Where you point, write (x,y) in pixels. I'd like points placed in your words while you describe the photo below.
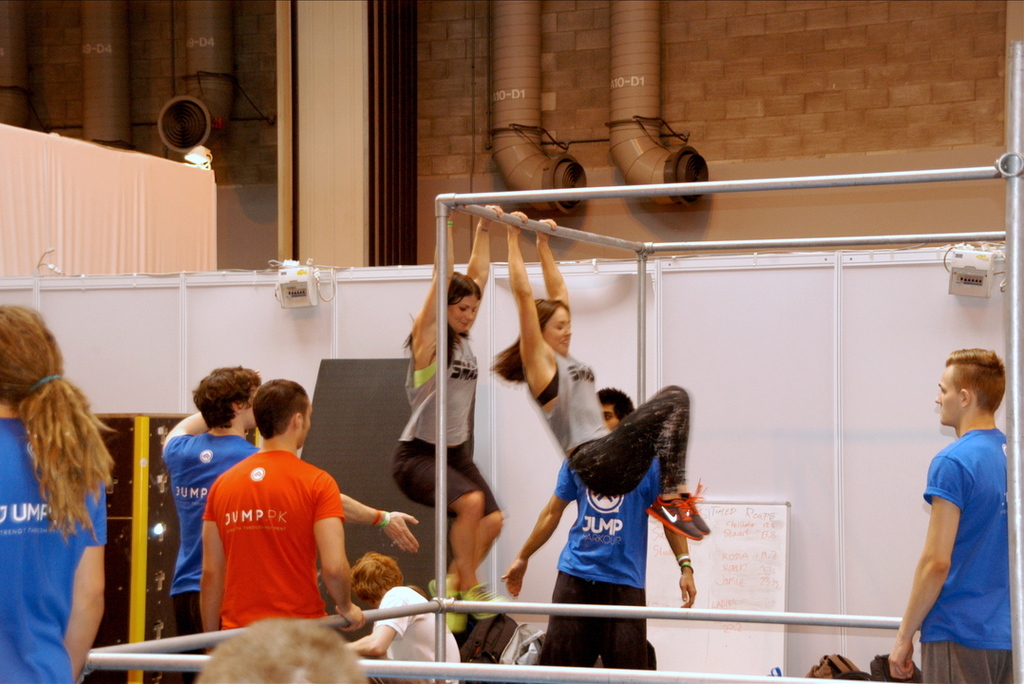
In the image there are two women (454,304) doing some activity by holding rods (599,243). Around the women (456,490) there are some other people (47,486), in the background (757,238) there is a wall (826,38) and there are four pipes (207,73) attached to the wall (436,130).
